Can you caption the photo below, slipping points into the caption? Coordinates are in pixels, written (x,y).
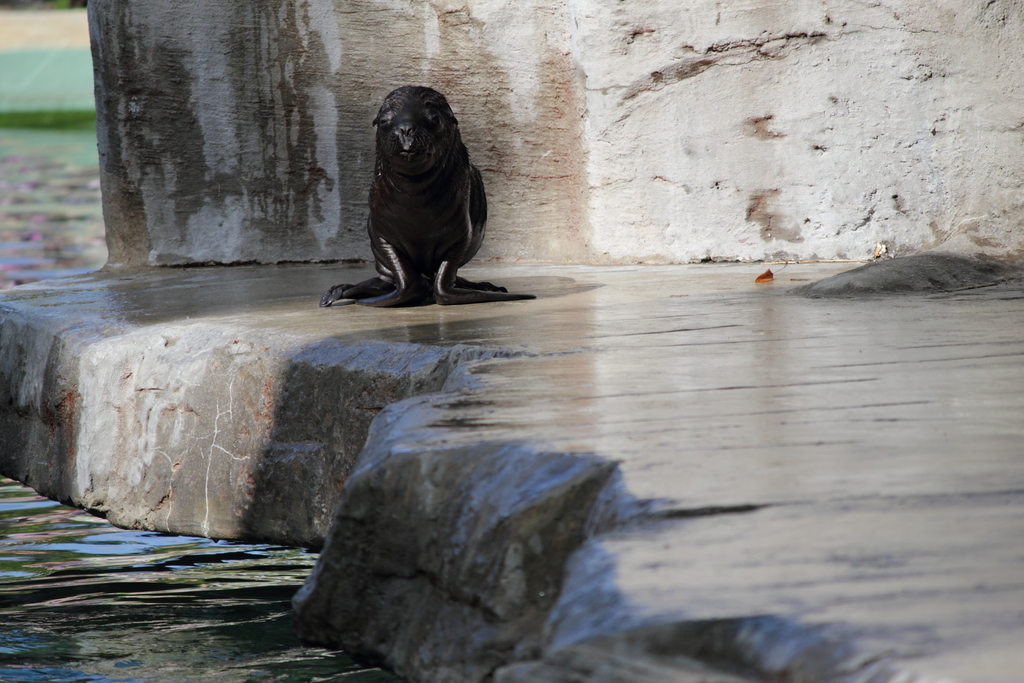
In this image we can see a sea lion (455,210) on the surface (648,306). In the background of the image (510,169) there is a wall (675,91) and water (83,146). At the bottom of the image (269,564) there are water (270,584) and floor (689,410).
